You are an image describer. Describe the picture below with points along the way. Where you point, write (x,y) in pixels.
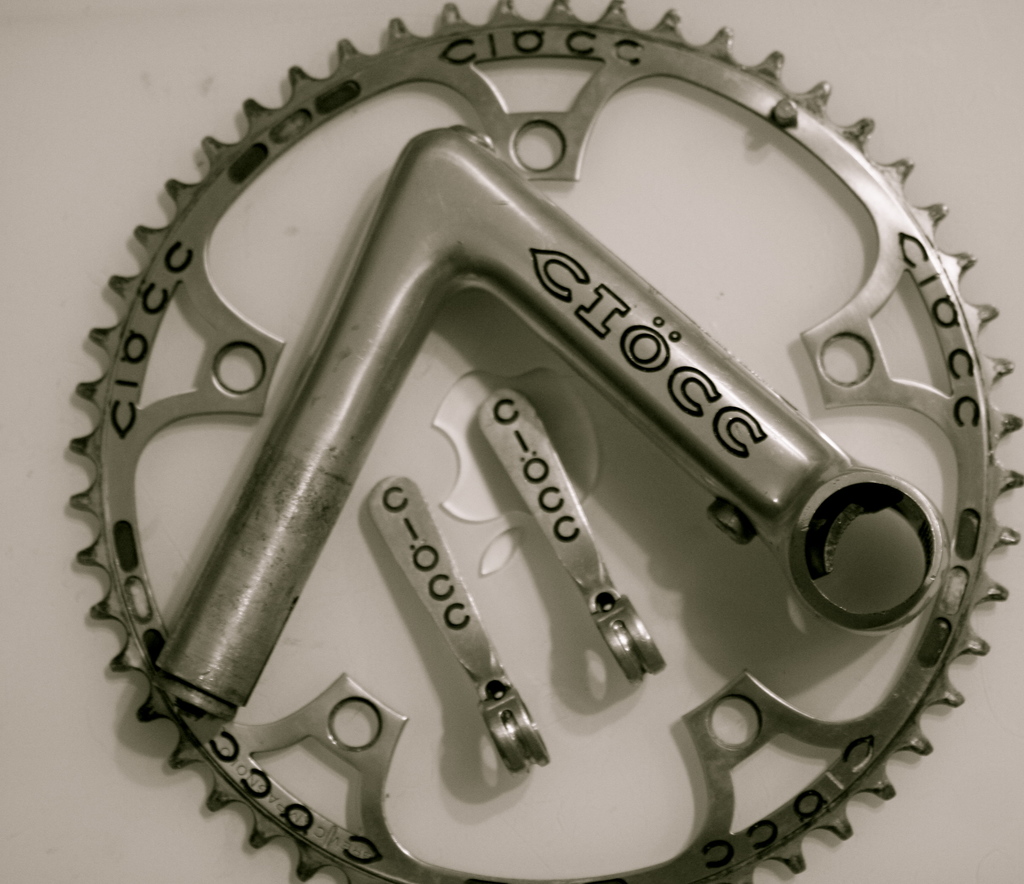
In this image I can see the silver color metal object (738,424) and it is on the white color surface (220,828).
